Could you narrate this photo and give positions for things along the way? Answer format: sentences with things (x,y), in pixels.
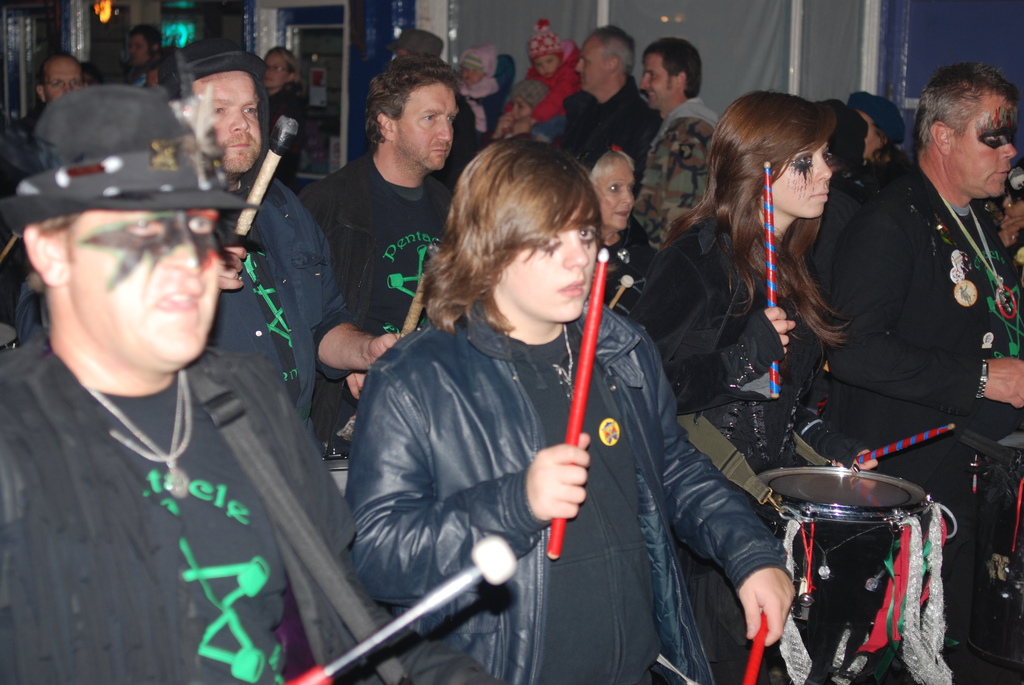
This picture shows many people (501,423) playing drums (825,473), holding sticks (581,347) in their hands (1017,216). There are men (304,283) and women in this group (300,208). In the background (691,176) there are people (605,95) standing here.
